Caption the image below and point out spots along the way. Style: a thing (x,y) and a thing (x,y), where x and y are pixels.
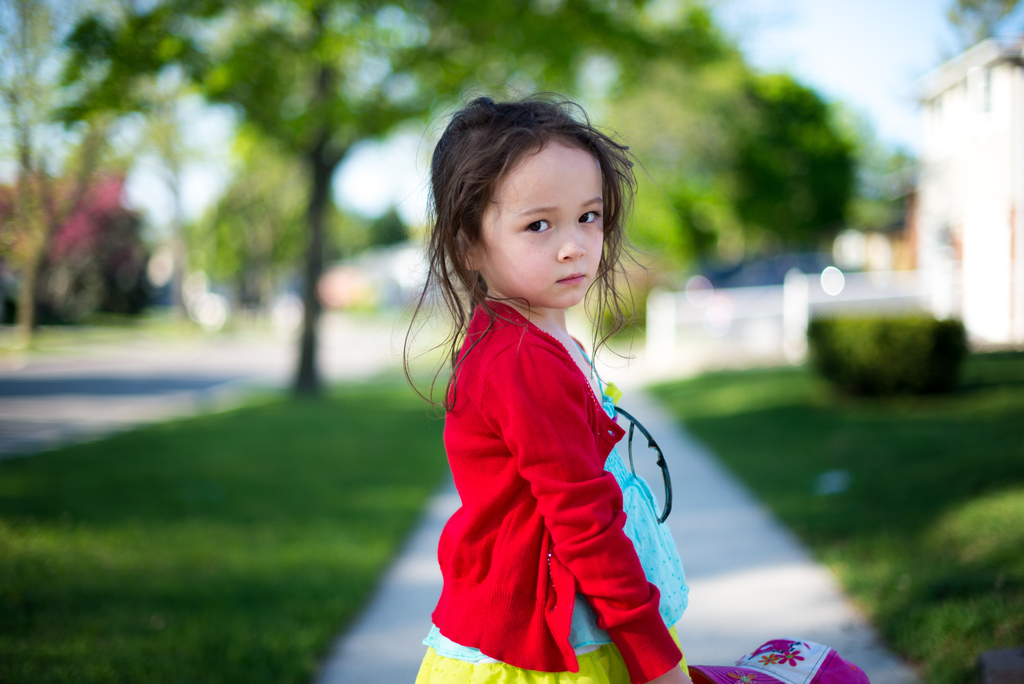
In this image a girl (559,336) is standing on the path (733,548). She is holding a cap (759,668) in her hand (681,677). Right side (1014,154) there is a building (930,265). Background (17,508) there are few trees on the grassland (749,398). Left side (19,402) there is a road (204,380). Top of the image (844,38) there is sky (832,56).
